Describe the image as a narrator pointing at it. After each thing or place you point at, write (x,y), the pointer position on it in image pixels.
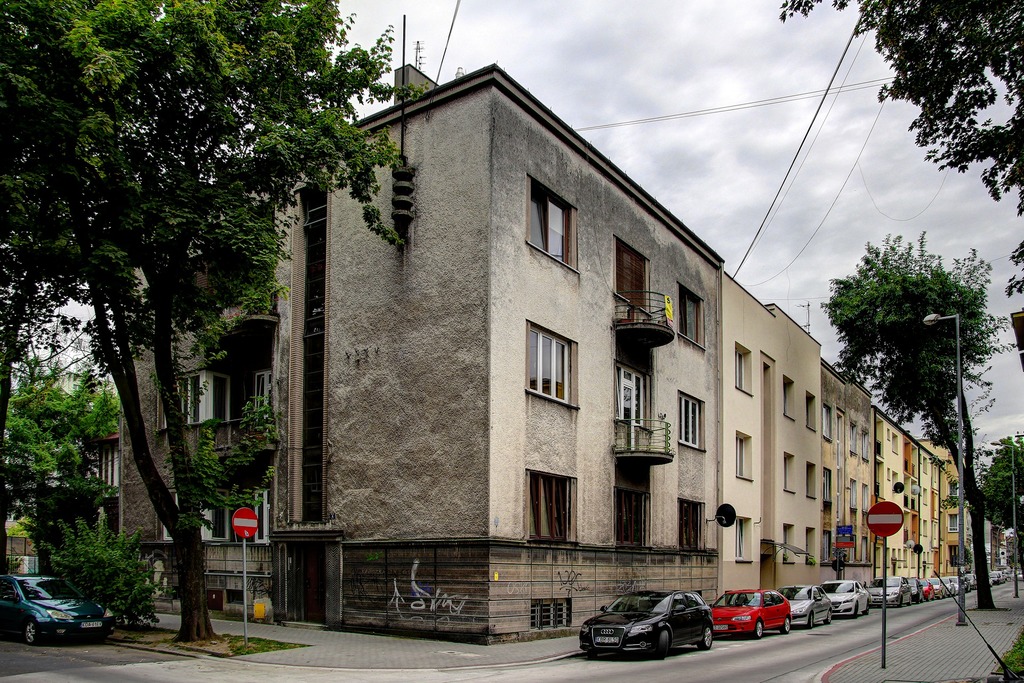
In this image, we can see some buildings (614,460). There are trees (119,377) on the left (100,385) and on the right side of the image (1017,452). There is a road (586,672) in between sign boards (255,531). There is a street pole (961,418) in the bottom right of the image (961,468). There are some cars (838,588) on the road (691,651). There is a sky (599,71) and wires (807,96) at the top of the image (458,65).
